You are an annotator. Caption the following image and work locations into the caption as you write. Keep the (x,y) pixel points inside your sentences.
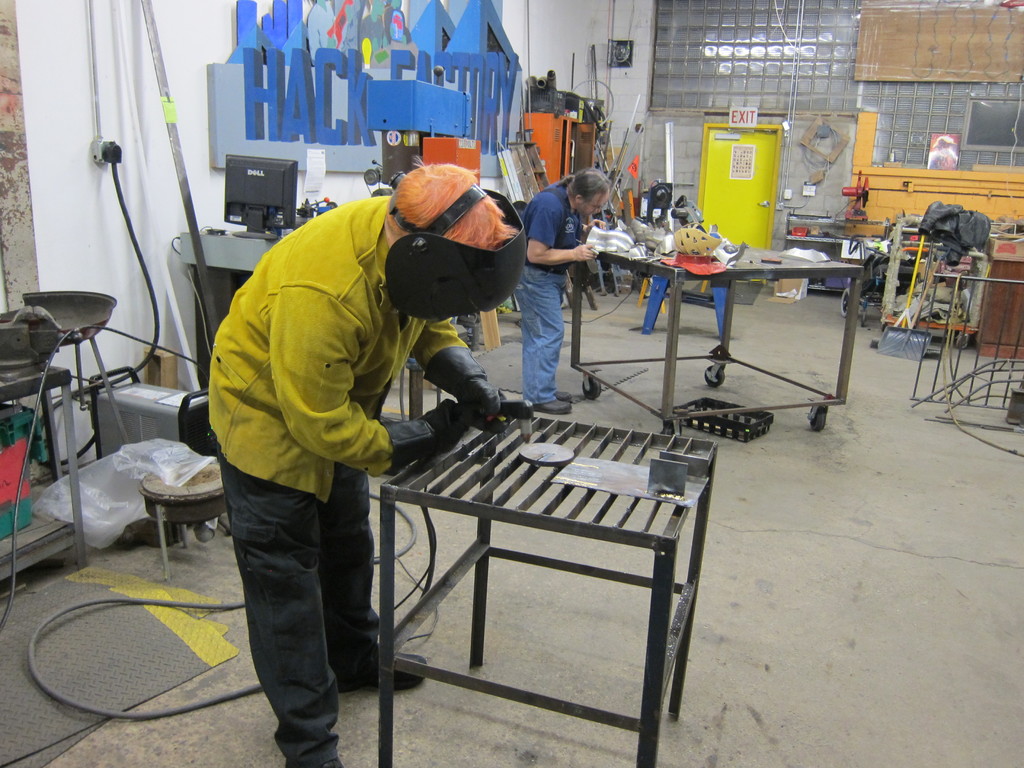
In this I can see there are two persons (340,432) who are standing on the floor (605,304). I can also see there is a table (747,275) and a door (757,190) and other machines (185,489) on the floor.
